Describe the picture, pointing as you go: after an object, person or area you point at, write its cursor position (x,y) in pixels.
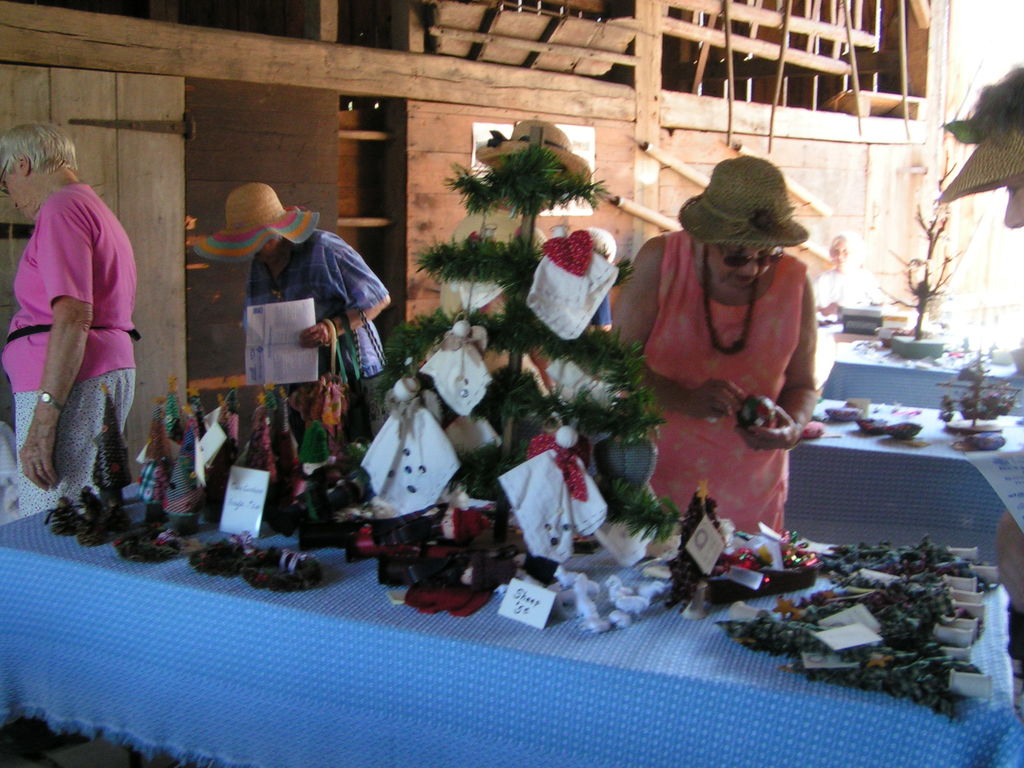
In this image we can see some persons (748,446), plants (912,608) and some other objects (605,537). At the bottom of the image (179,566) there is an object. In the background of the image (879,111) there are some wooden objects (702,141) and some other objects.
